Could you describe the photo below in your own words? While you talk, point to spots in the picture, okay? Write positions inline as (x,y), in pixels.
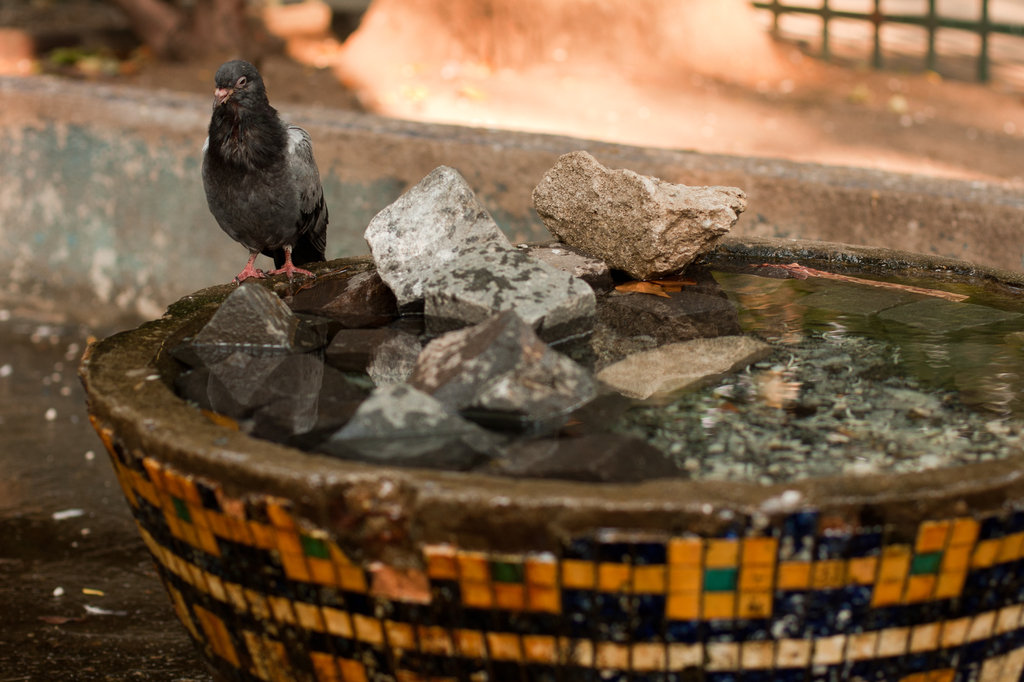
In this image, in the middle (347,256), we can see a bowl (665,486). In the bowl (691,484), we can see water (692,397) with stones (643,362). On the left side of the bowl (691,497), we can see a bird (256,276) standing. In the background (867,59), we can see a metal grill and white color, at the bottom (89,581), we can see a road (65,526).
